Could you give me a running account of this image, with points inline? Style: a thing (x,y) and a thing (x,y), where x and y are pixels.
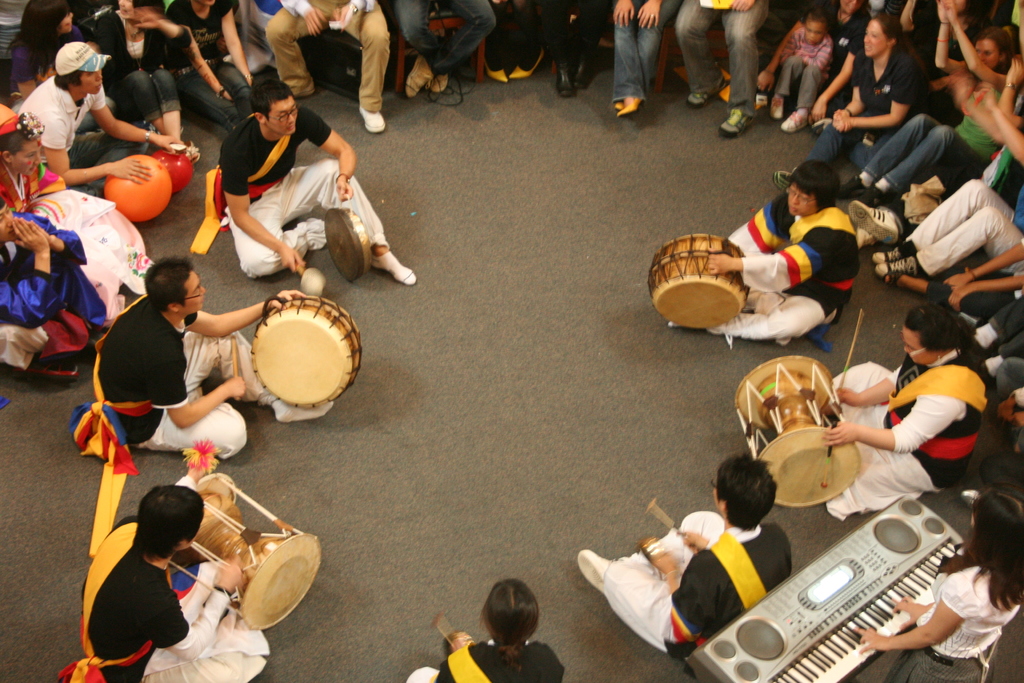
There are some persons (206,603) sitting on the floor (851,302). They are playing some musical instruments (229,547). Here we can see a woman (874,647) who is playing piano (880,609). And this is floor (522,350).
